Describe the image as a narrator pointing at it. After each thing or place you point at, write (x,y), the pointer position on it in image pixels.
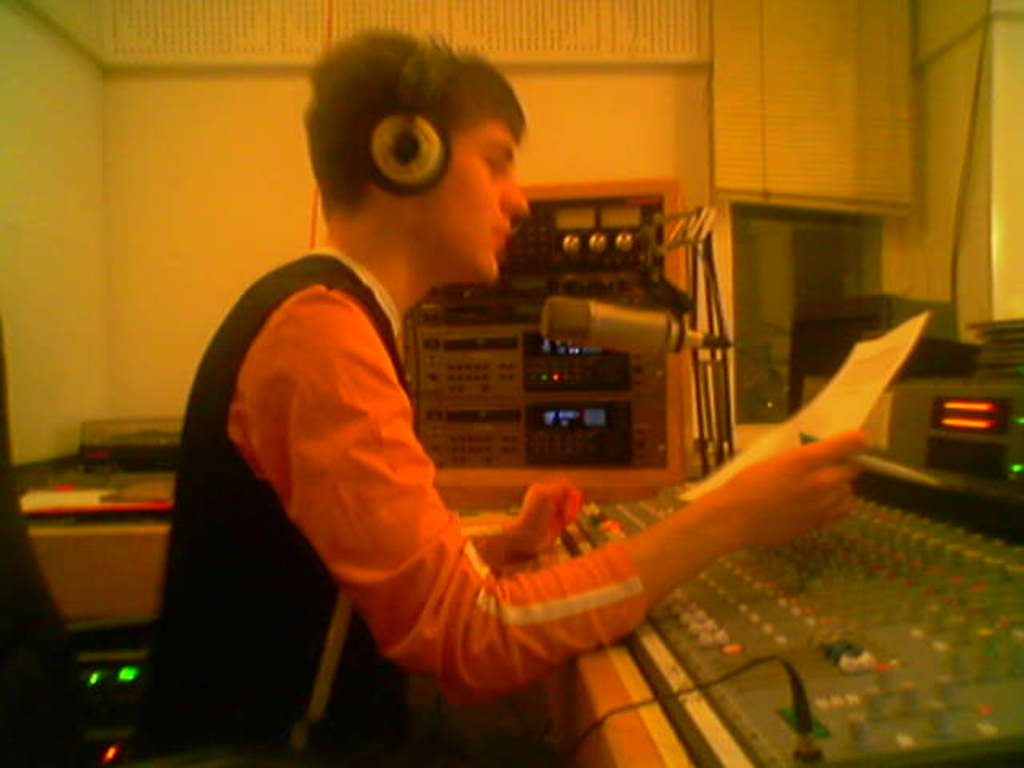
In the foreground of this picture (387,447), there is a man (387,371) wearing a headphones (433,124) and holding a paper (806,424) in his hand (787,467) is sitting on a chair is in a recording room (836,217) and there is a mic (675,331) in front of him. In the background (559,97), there is a wall (124,187) and few equipment (947,417).
